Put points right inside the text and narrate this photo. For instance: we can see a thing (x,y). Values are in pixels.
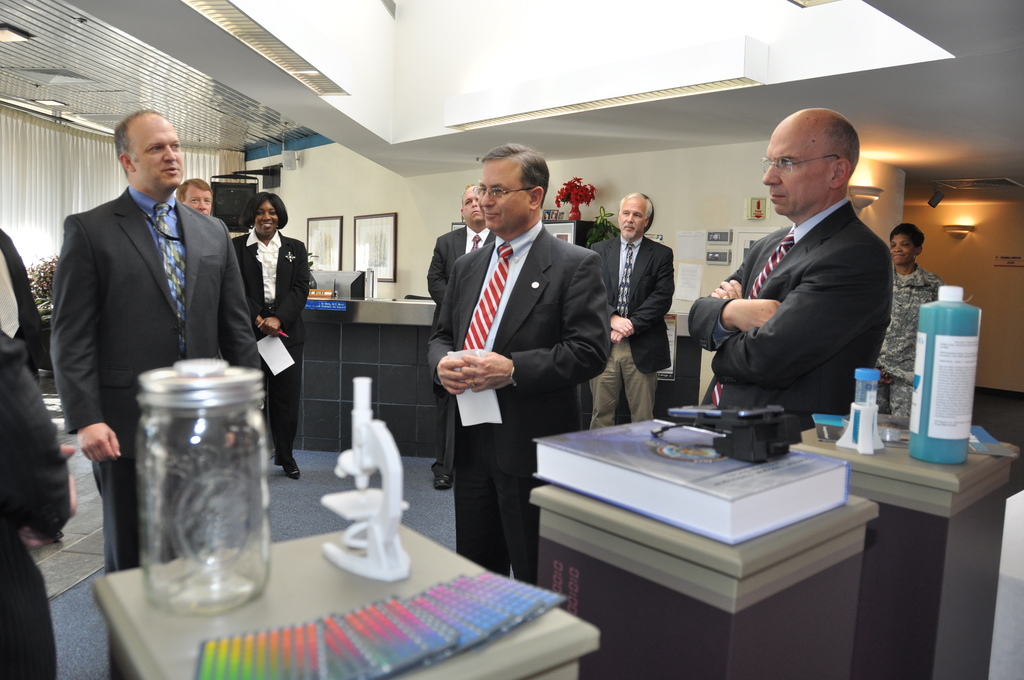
This picture is clicked inside the room (400,391). In the center (504,426) we can see the group of persons (154,223) wearing suits (595,344) and standing and we can see a glass jar (175,523), book (689,471), bottles (947,383) and some other objects (362,664). At the top (266,57) we can see the roof (61,18) and the lights (55,104). In the background (88,138) we can see the wall (333,174), curtains (215,158), picture frames (369,226) hanging on the wall (616,211), flower vase (579,185), wall mounted light (961,232) and many other objects (691,384).
